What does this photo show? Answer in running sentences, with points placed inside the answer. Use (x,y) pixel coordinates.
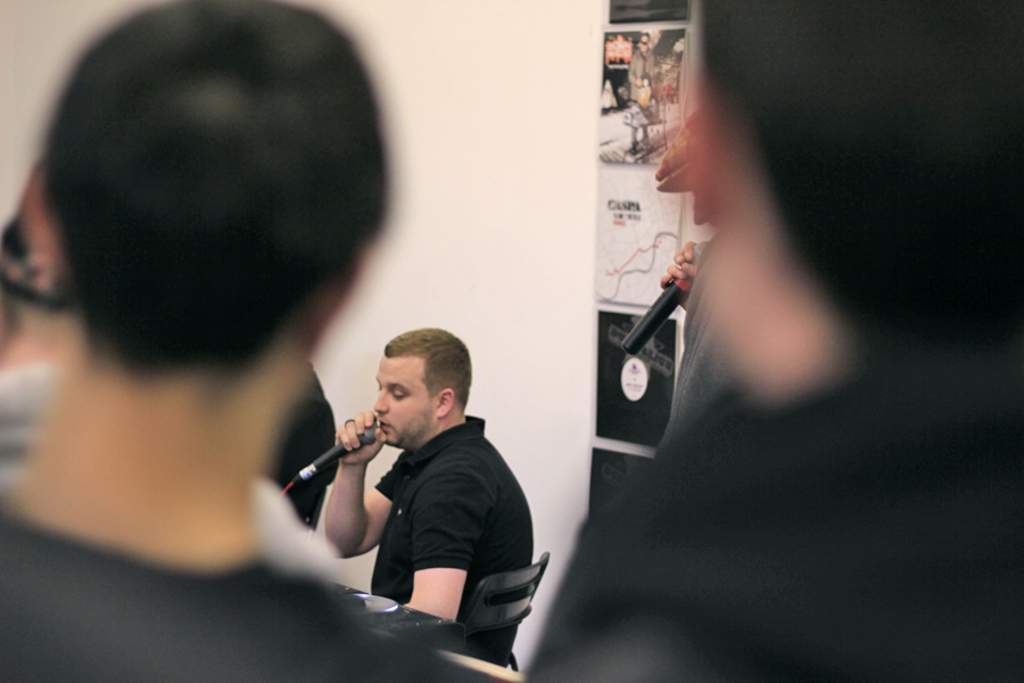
people (771,389) are standing. a person (487,511) is sitting, wearing a black t shirt (403,479) and holding a microphone (340,446). behind him there is a white wall (497,430). at the right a person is holding a microphone (629,346).
